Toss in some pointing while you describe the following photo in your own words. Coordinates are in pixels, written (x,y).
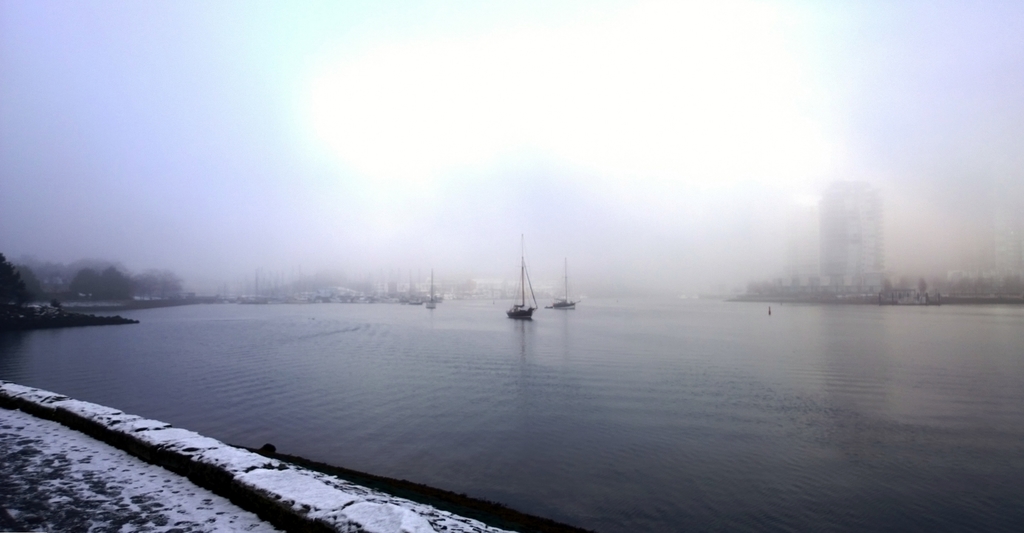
In this image, we can see boats (433,307) are above the water (558,365). At the bottom of the image (303,503), we can see a walkway (123,514) and snow (210,499). In the background (1005,272), there are boats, trees (24,278), building (1003,272) and fog (342,238).
